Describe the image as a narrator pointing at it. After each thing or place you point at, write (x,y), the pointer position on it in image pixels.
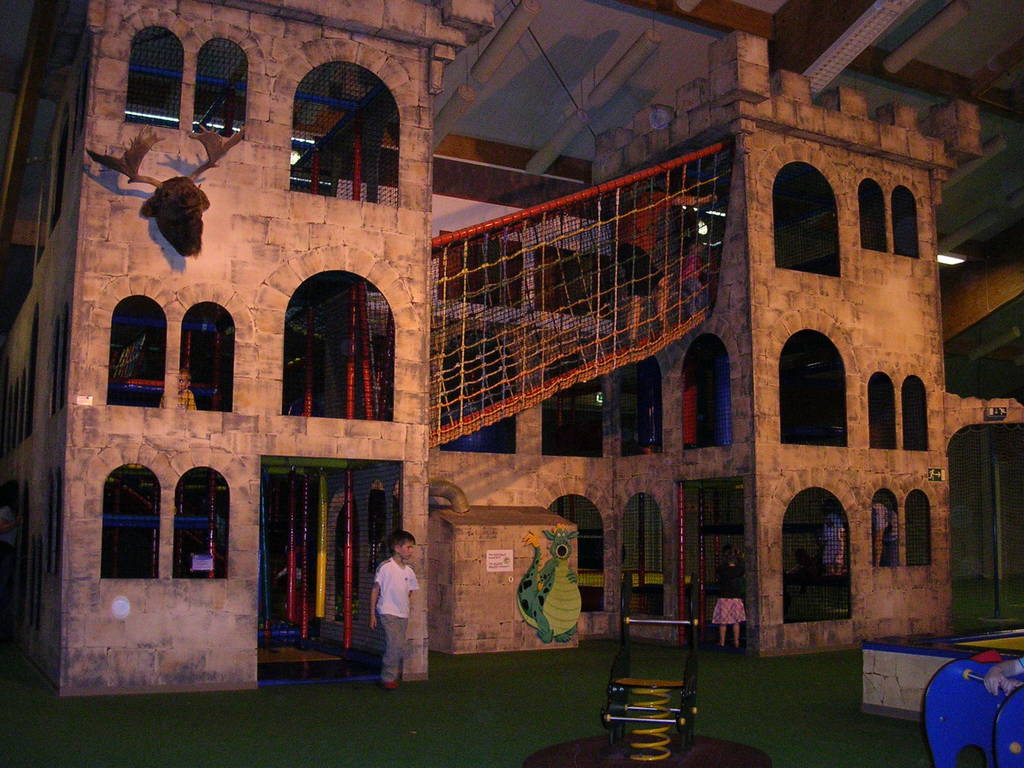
In this image, I think this is a castle playhouse (355,446). I can see a boy (416,579) and a girl (722,572) standing. This is an artificial animal head (186,241), which is attached to a wall (143,170). I can see a person (650,264) and a kid (681,280) walking on a bridge (556,379). At the top of the image (602,61), that looks like the ceiling (581,20). At the bottom of the image (670,698), I can see the children playing items (666,726).
